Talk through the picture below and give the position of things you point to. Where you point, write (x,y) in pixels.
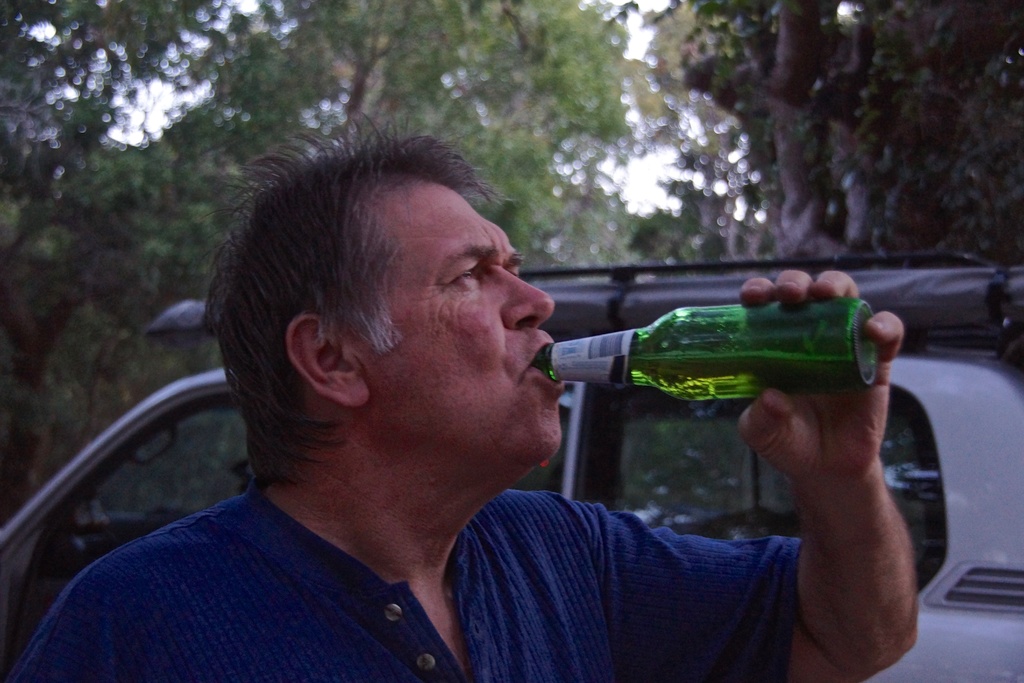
We can see a man (488,457) holding bottle (692,342) and drinking, behind this person (522,350) we can see vehicle (957,486), trees (599,216), sky (647,176).
